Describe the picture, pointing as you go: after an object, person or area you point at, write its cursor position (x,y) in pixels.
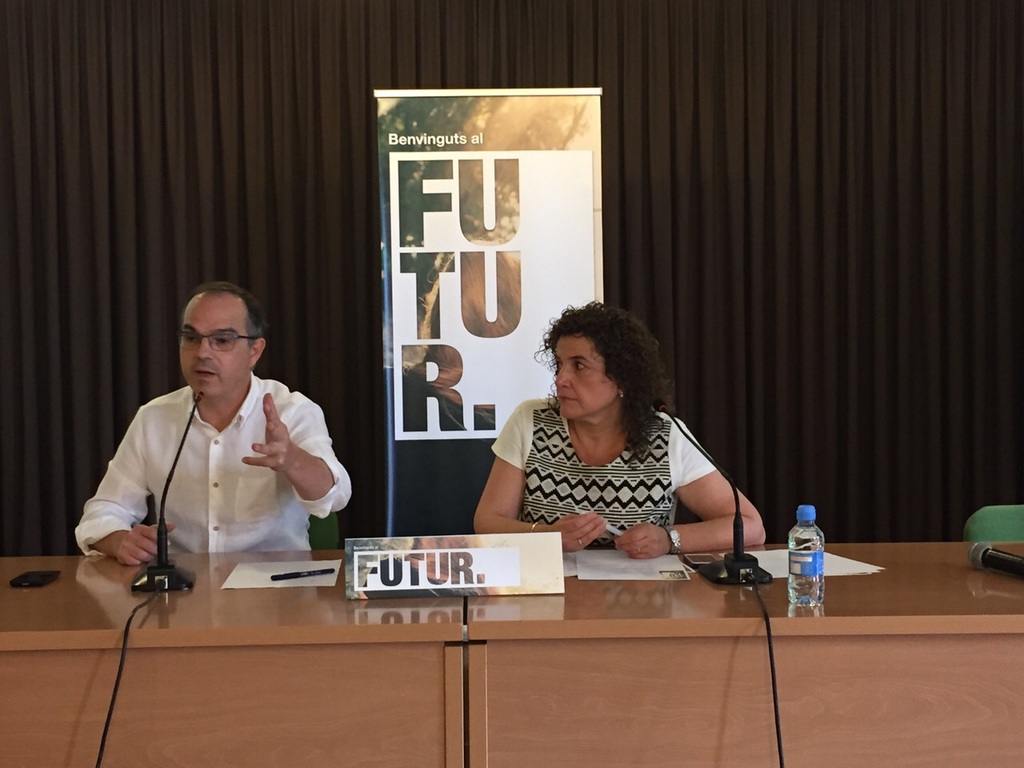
In this image i can see two persons (305,520) at the left side of the image (250,475) there is a person (213,494) wearing white color shirt (246,479) in front of him there is a microphone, paper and pen (313,574) at the right side of the image (702,491) there is a woman (583,468) wearing white color dress (673,485) in front of her there is a microphone (730,559), water bottle (801,519) and paper (842,562) at the right side of the image (978,556) there is a microphone (1005,557) on top of the table (983,581) and at the background of the image (716,139) there is a black color sheet (638,204).
